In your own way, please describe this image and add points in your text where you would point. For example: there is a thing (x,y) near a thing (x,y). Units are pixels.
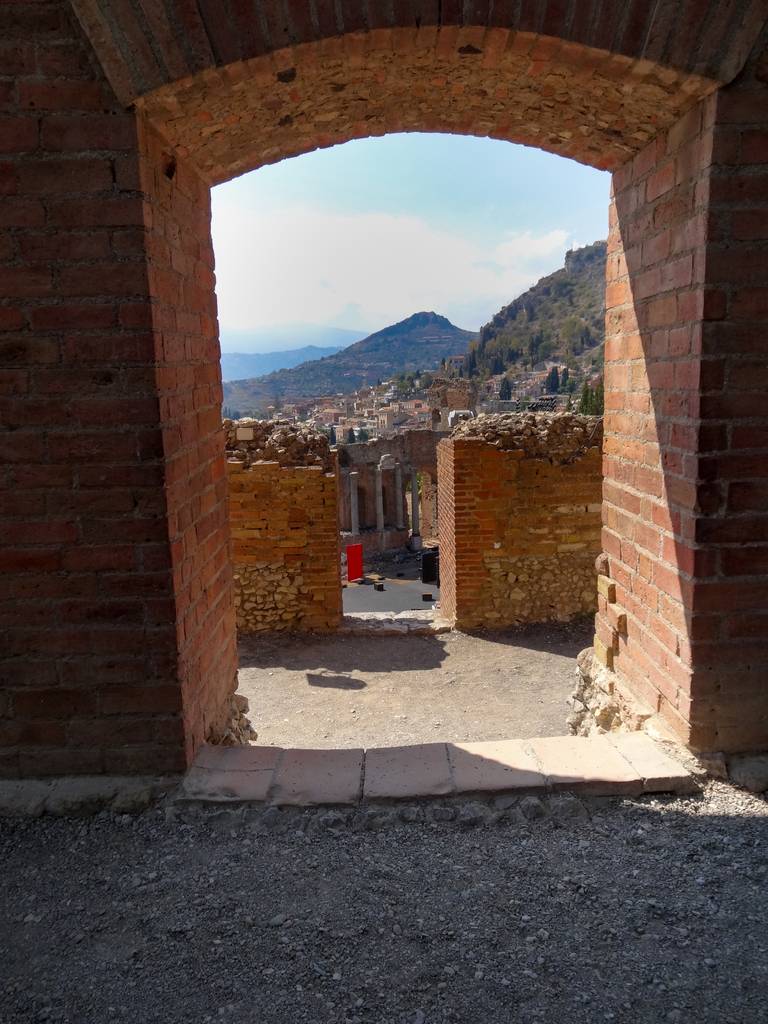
In this image I can see a fort (539,430), brick wall (630,584), trees (557,389) and mountains (589,336). The sky (439,205) is in blue and white color.
